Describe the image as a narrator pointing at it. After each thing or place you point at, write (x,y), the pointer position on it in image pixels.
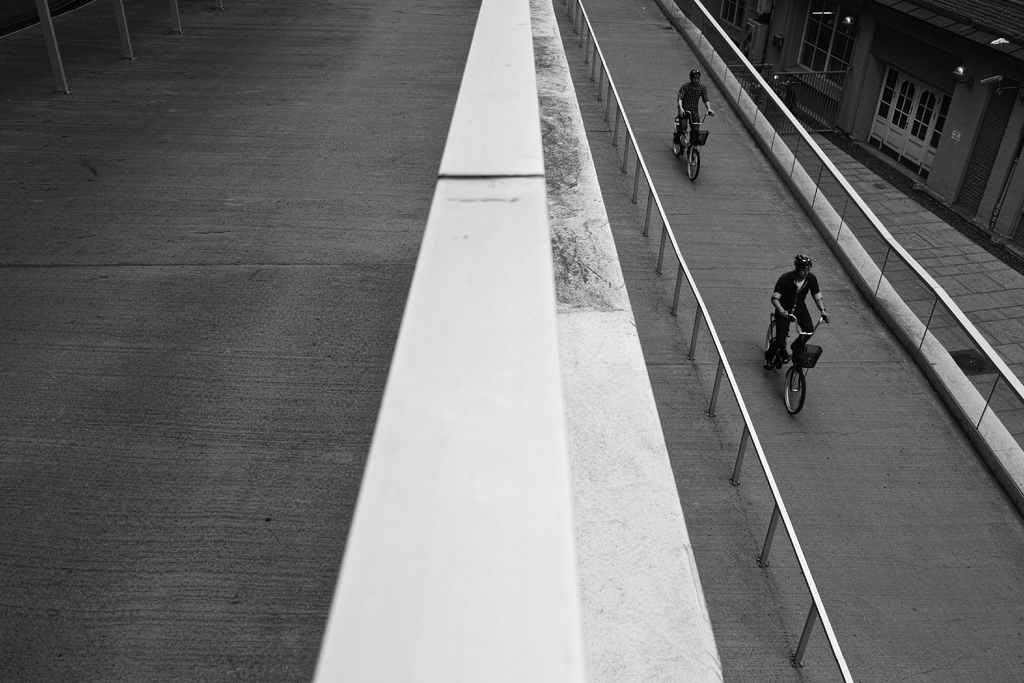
This is a black and white picture. Here we can see two persons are riding bicycles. This is road (877,585) and there is a fence (804,648). Here we can see a house (961,93).
